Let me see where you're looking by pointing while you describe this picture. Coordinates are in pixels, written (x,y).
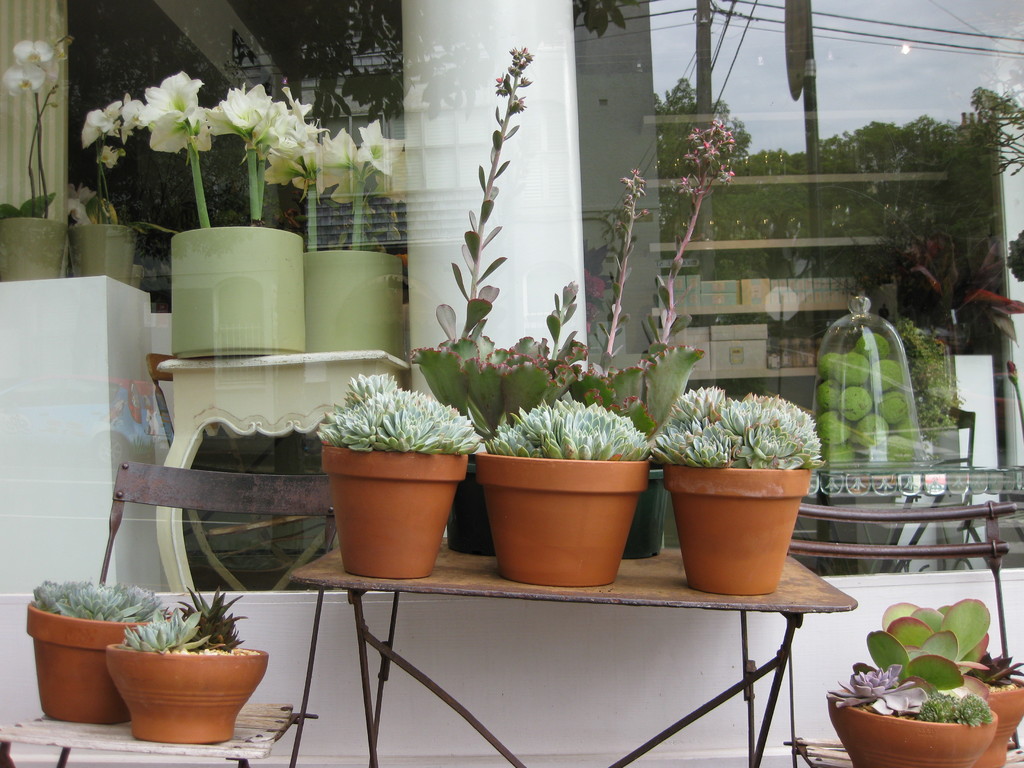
In this image we can see there is a table (457,589) and chairs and on them there are plants (153,626). In the background (608,297) we can see a glass door (778,135). Inside the glass door (813,188) there are plants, racks (807,184) and also the reflection (874,145) of the poles (811,108), trees (970,152) and objects (967,383).
